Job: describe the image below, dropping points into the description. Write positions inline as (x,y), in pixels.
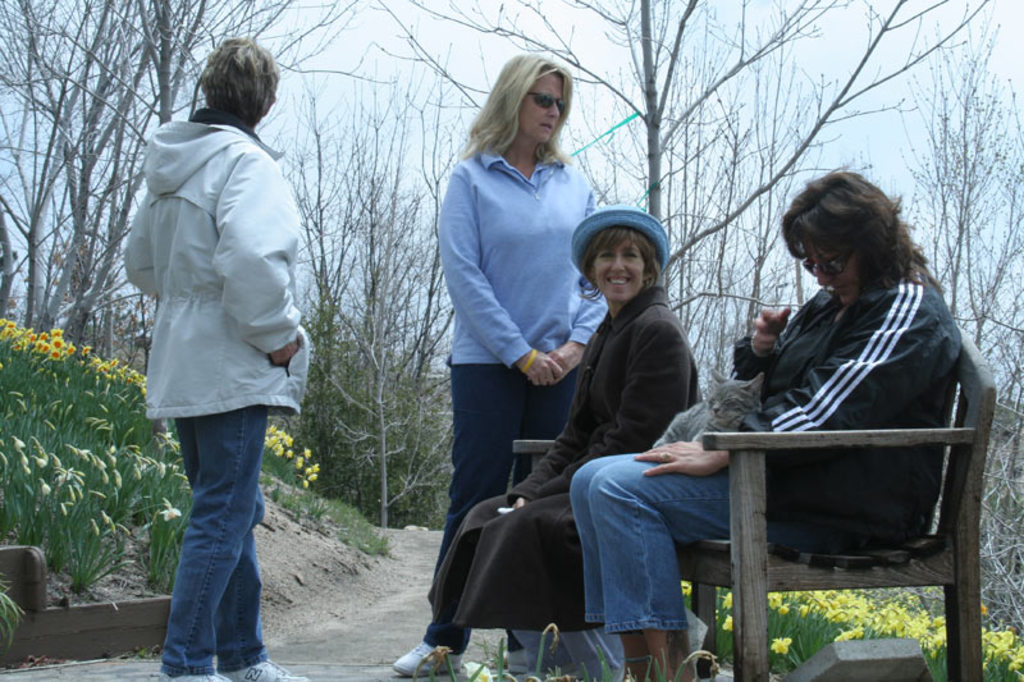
In this image I can see four persons (251,140), two (266,186) are standing and two (821,383) are sitting on the bench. The person (867,330) in front (829,349) wearing black jacket (840,341), blue jeans (692,504) holding a cat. Background I can see few trees (394,394) in green color and few dried trees (382,391), flowers (61,355) in yellow color and sky (331,95) in white color.
